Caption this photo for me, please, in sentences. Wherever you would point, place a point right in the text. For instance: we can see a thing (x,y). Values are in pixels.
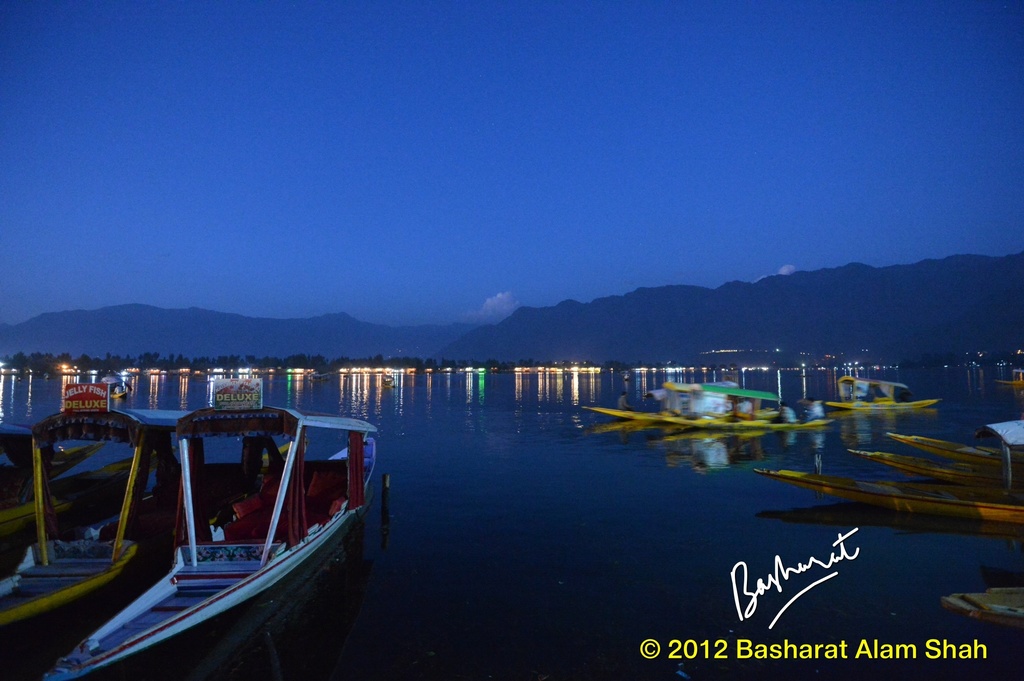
In this image we can see a few boats (271,487) on the water (475,621), far we can see some trees (11,359), lights (465,370) and mountains (181,337), in the background (458,240), we can see the sky (456,243) with clouds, at the bottom of the image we can see some text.
